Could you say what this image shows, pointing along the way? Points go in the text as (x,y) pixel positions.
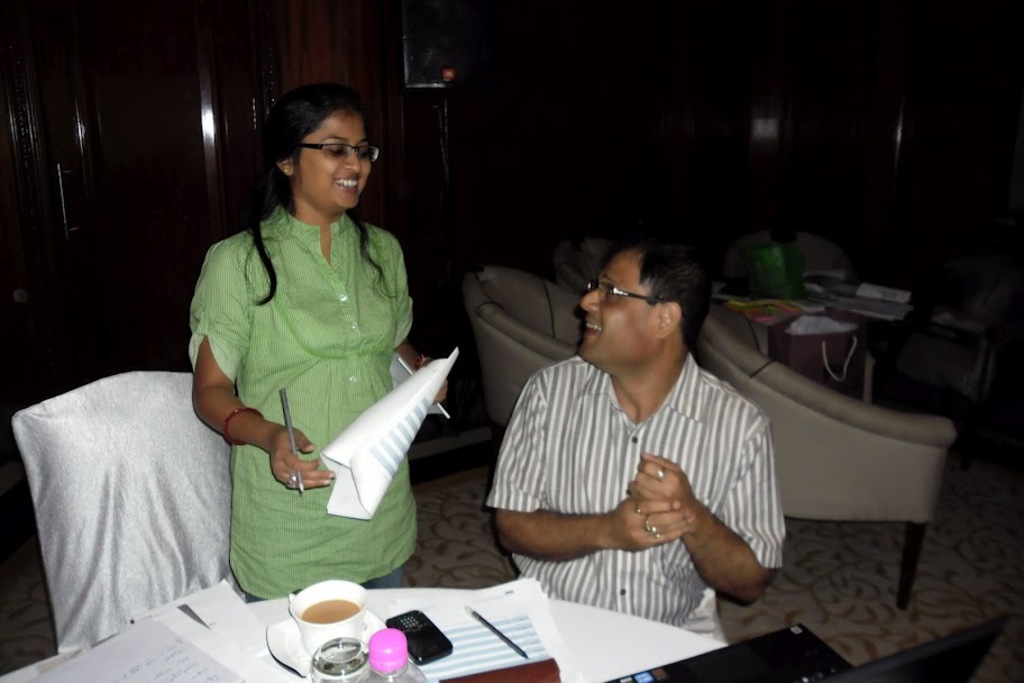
Background (869,159) is really dark. Here we can see chairs (867,410), carry bags (852,376). We can see one man (543,477) sitting and talking to this woman (293,208). This woman (334,188), she is wearing spectacles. She is holding pencil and papers (381,441) in her hands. On the table (274,632) we can see a cup of tea (295,619) with saucer (301,658), bottle (408,664), mobile (421,652), papers (475,635) and a pen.
